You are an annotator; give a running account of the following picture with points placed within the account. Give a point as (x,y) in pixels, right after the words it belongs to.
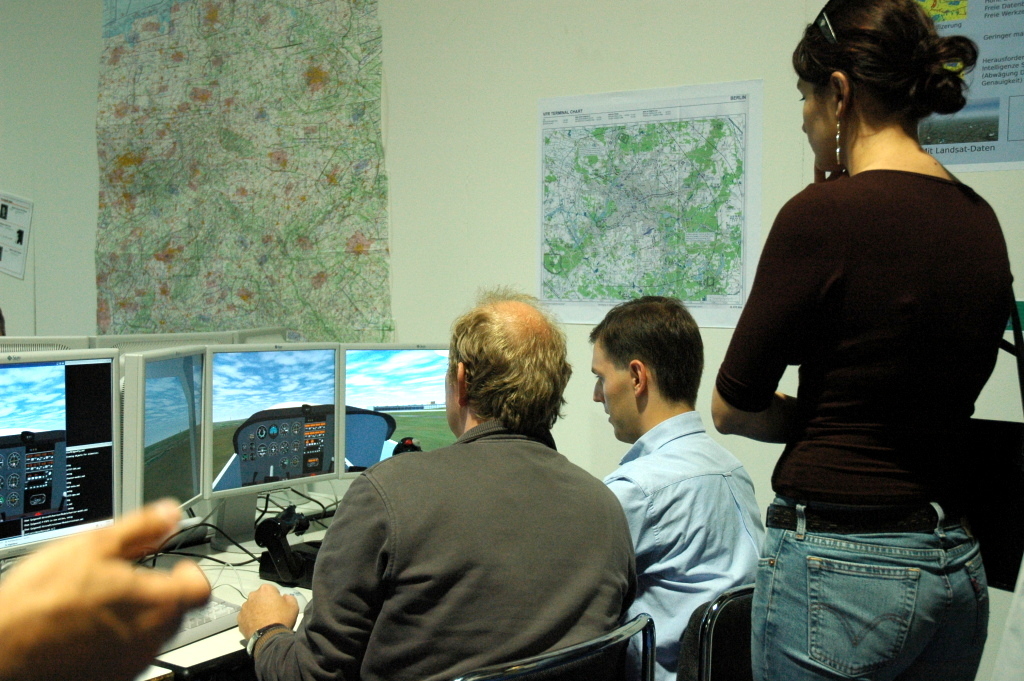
In the foreground of this image (411,517), there are two men (563,516) sitting on the chairs (715,667) and a woman (844,500) standing behind them. There is a hand (87,617) of a person (91,629) is on the left bottom corner (85,616). In the background (266,437), there are monitors (261,441) and a keyboard (208,615) is on the table (248,571) and on the wall (436,4), there are few maps (603,240) and posters (938,117).
